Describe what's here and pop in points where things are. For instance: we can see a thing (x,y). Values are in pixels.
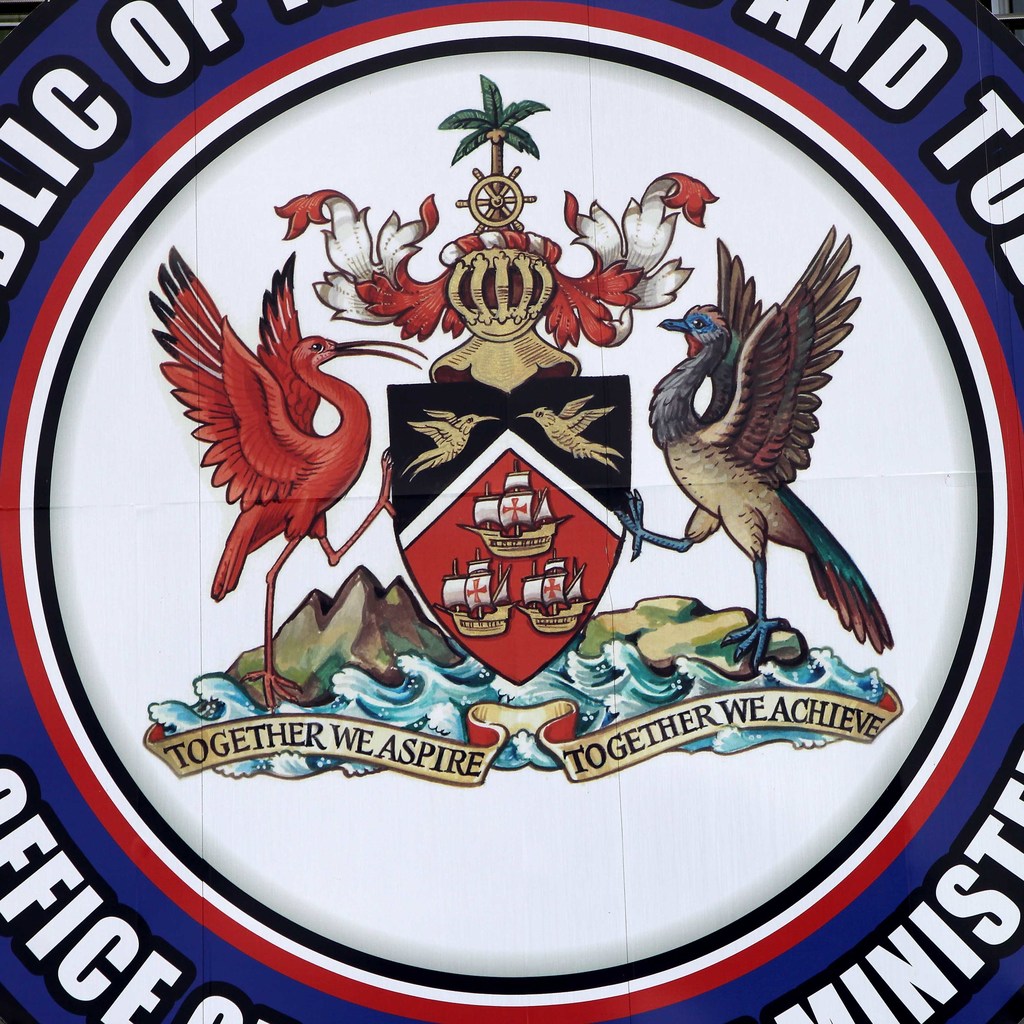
In this image, it looks like an emblem (321,373). On the emblem (361,457), there is an image of birds (786,431), boats (479,571), water (459,687), hills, words (64,89) and a tree (502,126).
